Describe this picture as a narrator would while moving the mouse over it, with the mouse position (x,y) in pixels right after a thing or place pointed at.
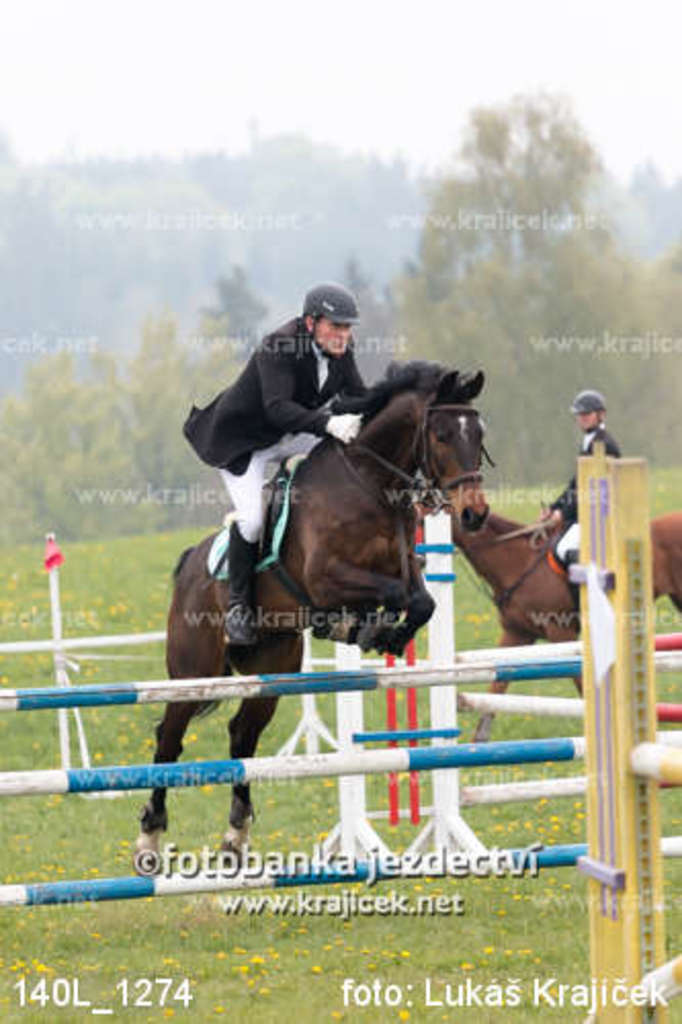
In this image, I can see two people (595,402) riding the horses (387,556). I think these are the kind of hurdles (498,695). This is the grass (309,936). I can see the watermarks (331,914) on the image. In the background (104,420), I think these are the trees (521,258).
